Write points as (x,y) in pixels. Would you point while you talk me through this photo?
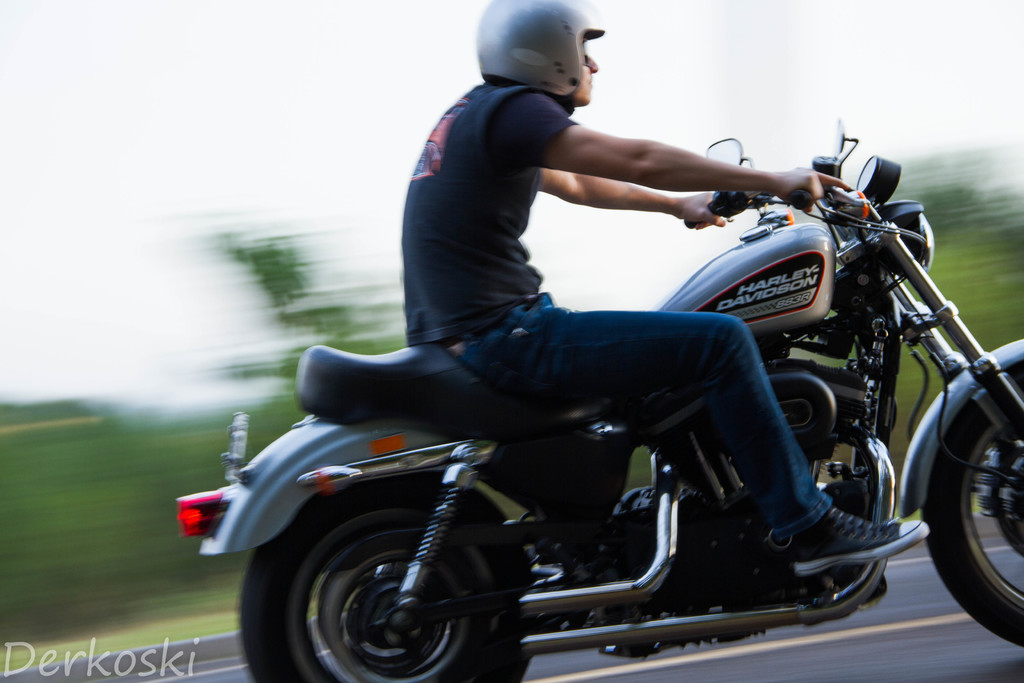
There is man (496,172) riding bike (486,544) on road (997,649) wearing Tshirt (512,197) and jeans (753,441) with shoes (832,548). Beside him there are so many trees (157,425).
